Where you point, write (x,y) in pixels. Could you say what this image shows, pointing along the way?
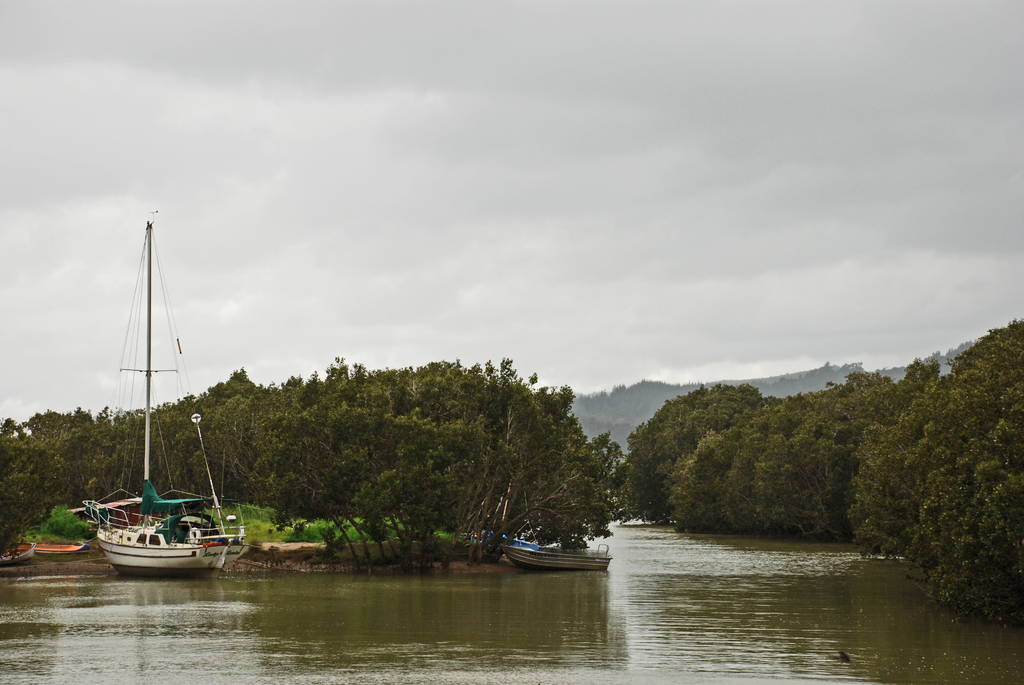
In this picture I can see the water (674,533) in front (277,657), on which there are few boats (148,534) and in the middle of this picture (400,441) I can see number of trees (475,474). In the background (386,126) I can see the cloudy sky (386,126).
